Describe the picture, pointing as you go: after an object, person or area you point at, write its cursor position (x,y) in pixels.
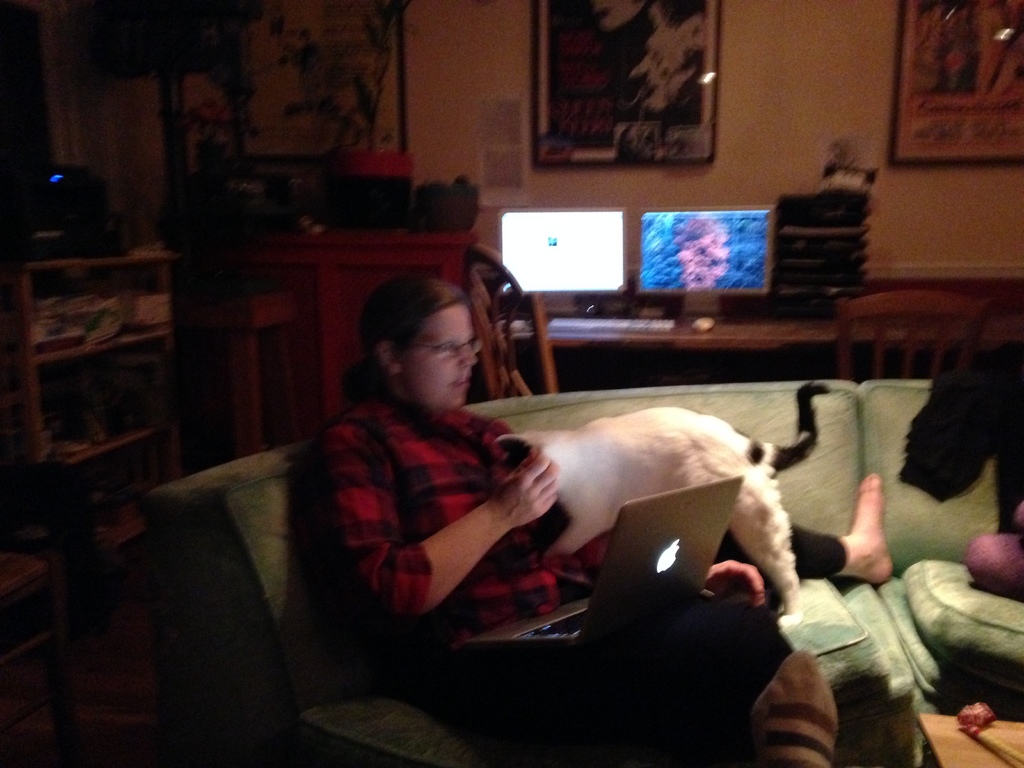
In this picture there is a sofa (254,727) at the bottom side of the image (211,531) and there is a lady (414,329) on the sofa (288,490), she is operating a laptop (710,511) and there is a cat (653,462) on her laps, there are portraits (394,69) on the wall (534,180) and there are racks (55,436) on the left side of the image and there is a desk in the background area of the image (598,206), on which there are two monitors (749,248).
